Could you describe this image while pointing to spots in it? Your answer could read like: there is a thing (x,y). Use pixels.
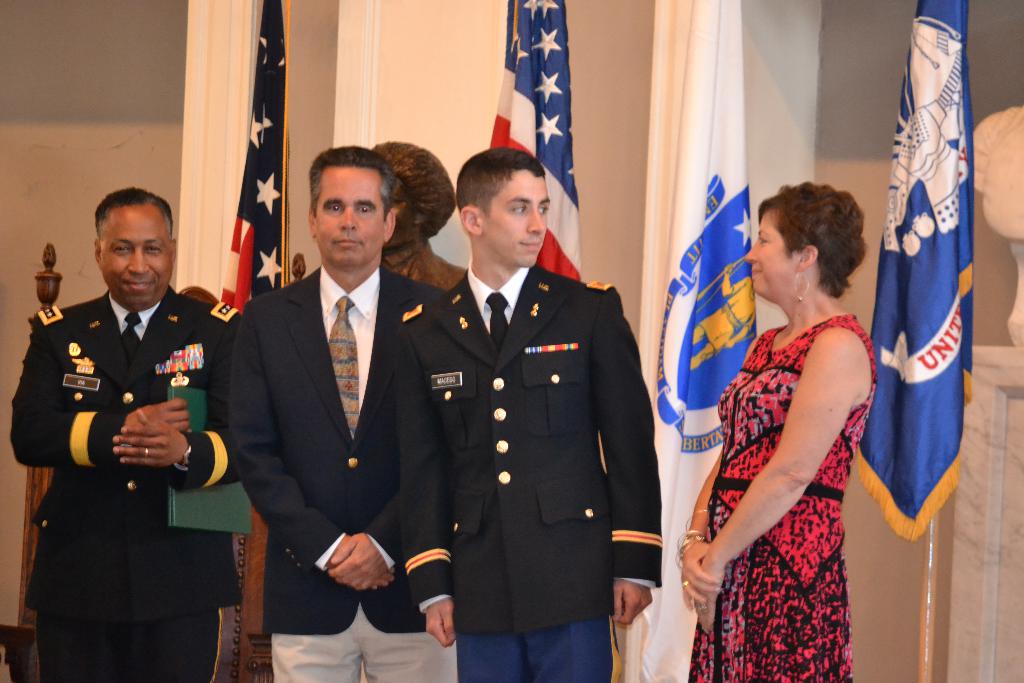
In this picture, we see four people (458,398) are standing. Out of them, two men (176,370) are in uniform (425,438). The man (379,366) in white shirt (371,355) and black blazer (380,449) is standing. The woman (821,424) on the right side (711,478) who is wearing a red dress (803,496) is standing. She is smiling. Behind them, we see a statue (436,278). On either side of the statue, we see flags (266,186) in white, red and blue color. In the background (647,155), we see a white sheet (729,201) and a white wall (757,188). On the right side (710,132), we see a statue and two flags (933,65) in white and blue color.
